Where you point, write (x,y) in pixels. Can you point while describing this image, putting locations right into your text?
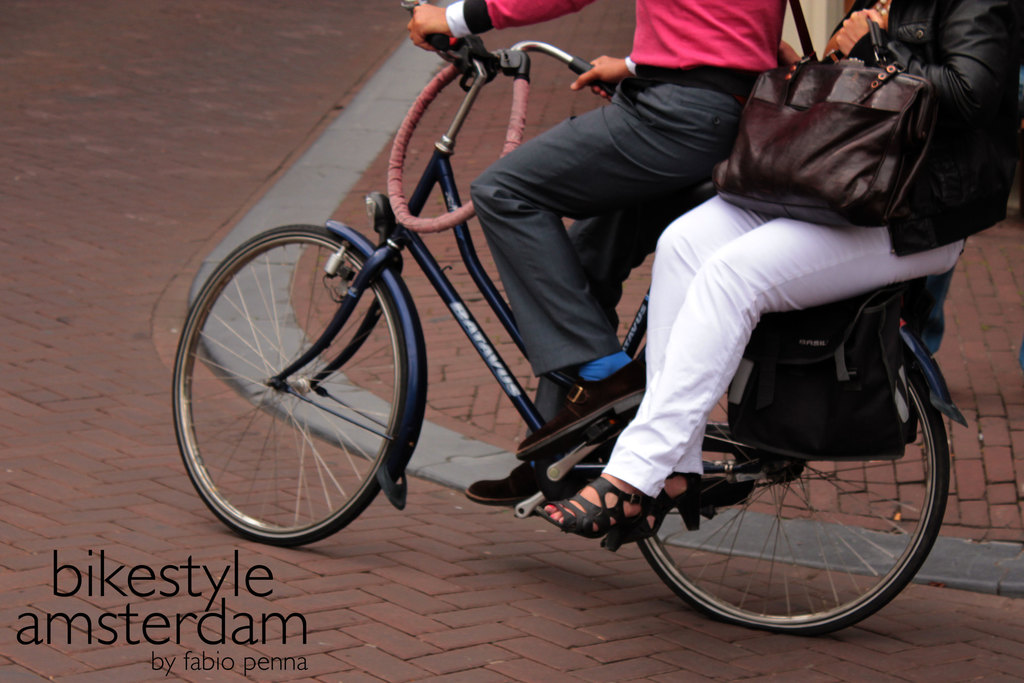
In this image there is a person (655,186) riding a bicycle (471,217) and there is a person (777,307) sitting on the bicycle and there is some text (200,624) written on the image.
